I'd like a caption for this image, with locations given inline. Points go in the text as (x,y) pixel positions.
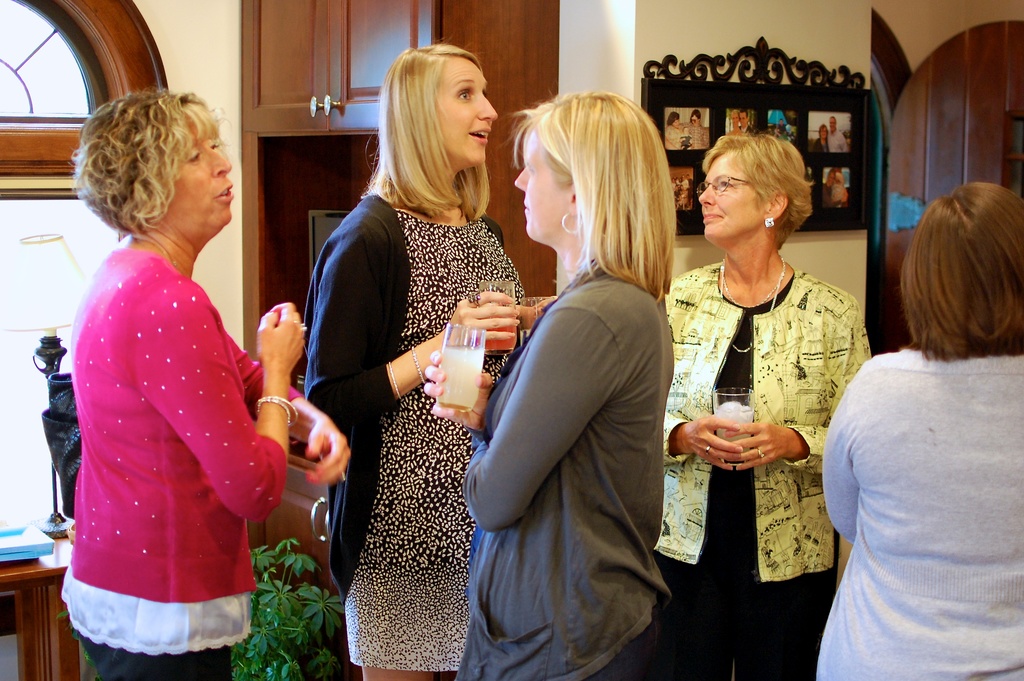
In this image we can see a group of people (529,361) standing on the ground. one woman (566,470) is holding a glass (465,389) in her hand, one woman (697,389) is wearing spectacles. On the left side of the image (54,271) we can see a lamp (57,284) and book (9,549) placed on the table (55,642). In the background (309,643), we can see a plant (312,627), cupboard (295,21), television (330,221), photo frames (834,163) on the wall (820,267), window (89,38) and a door (921,89).
